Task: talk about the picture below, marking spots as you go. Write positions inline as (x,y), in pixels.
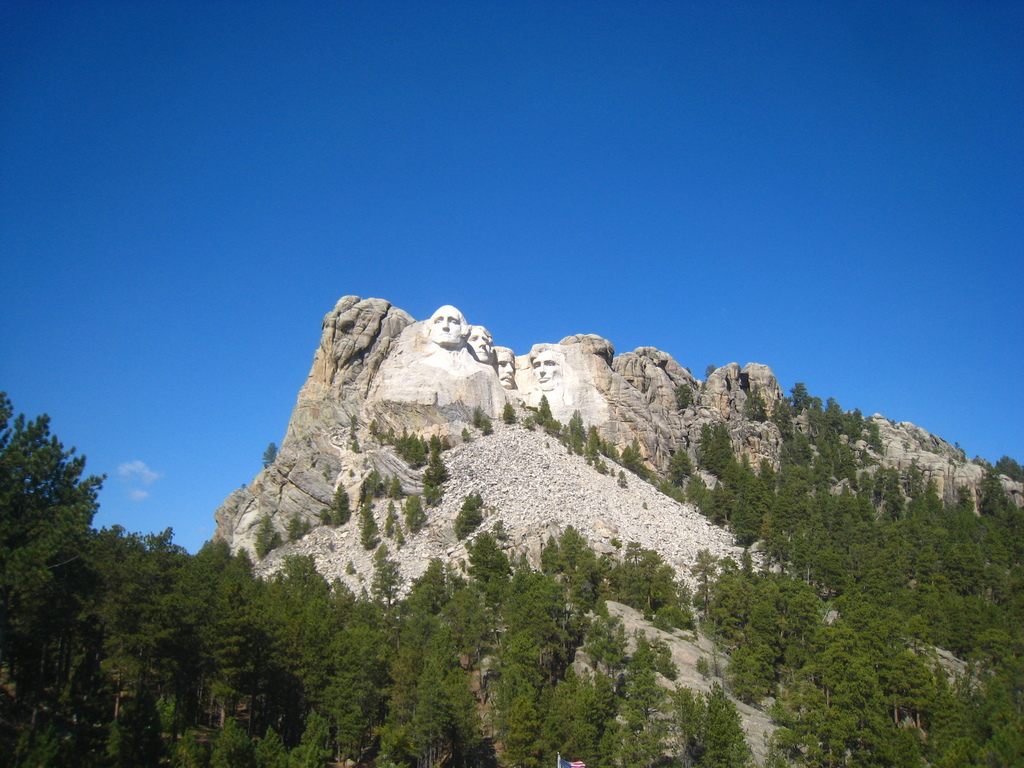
In this image, we can see some trees (645,673). There are sculptures (455,320) on hill (659,454) which is in the middle of the image (558,366). There is a sky (500,23) at the top of the image (542,25).
